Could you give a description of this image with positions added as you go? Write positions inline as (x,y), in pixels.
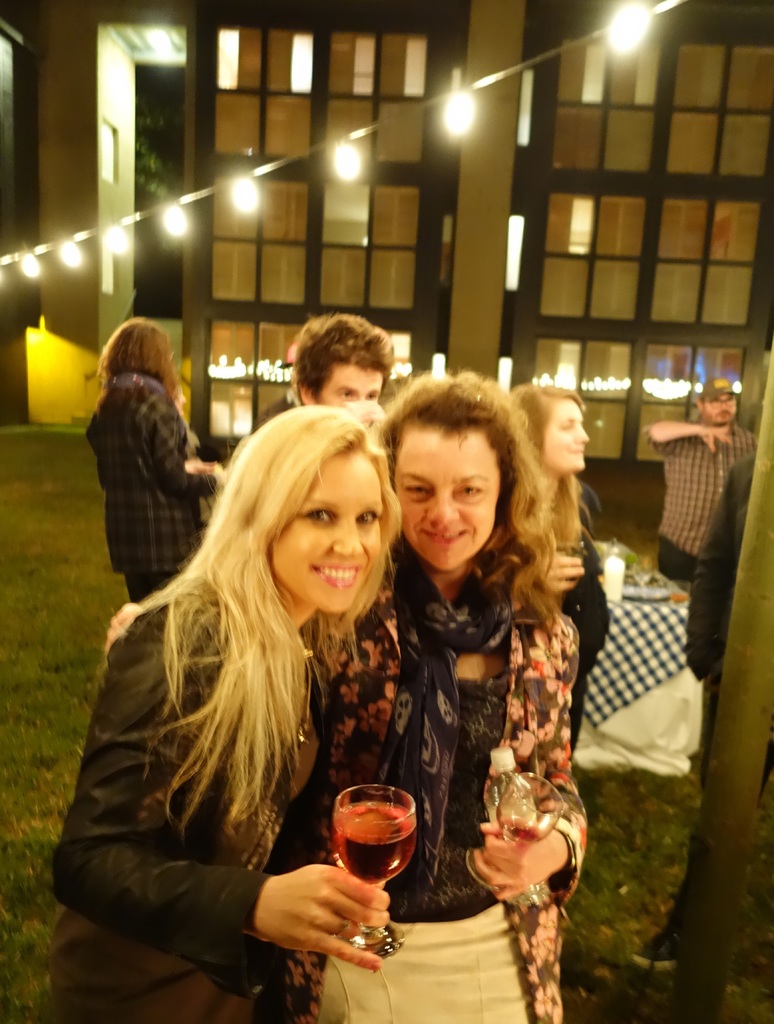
In this image, we can see people (419,591) standing and holding glasses (516,818) in their hands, which are containing liquid (386,834) and in the background (237,218), there are buildings (398,240), lights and we can see a table (629,608) and some objects (620,570) are placed on it. At the bottom (40,693), there is ground (42,690).
